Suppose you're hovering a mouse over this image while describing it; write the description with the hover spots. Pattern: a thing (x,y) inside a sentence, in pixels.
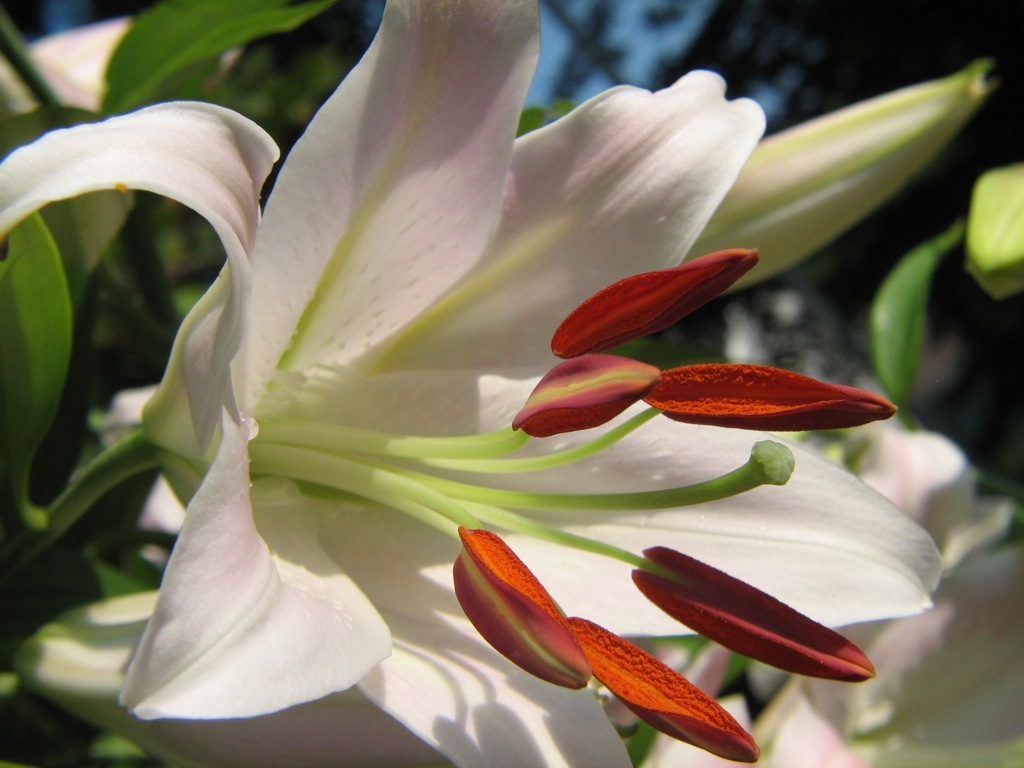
In this image we can see a white lily flower (418,342). Also there are buds (975,230). In the background (135,223) it is looking blur.
